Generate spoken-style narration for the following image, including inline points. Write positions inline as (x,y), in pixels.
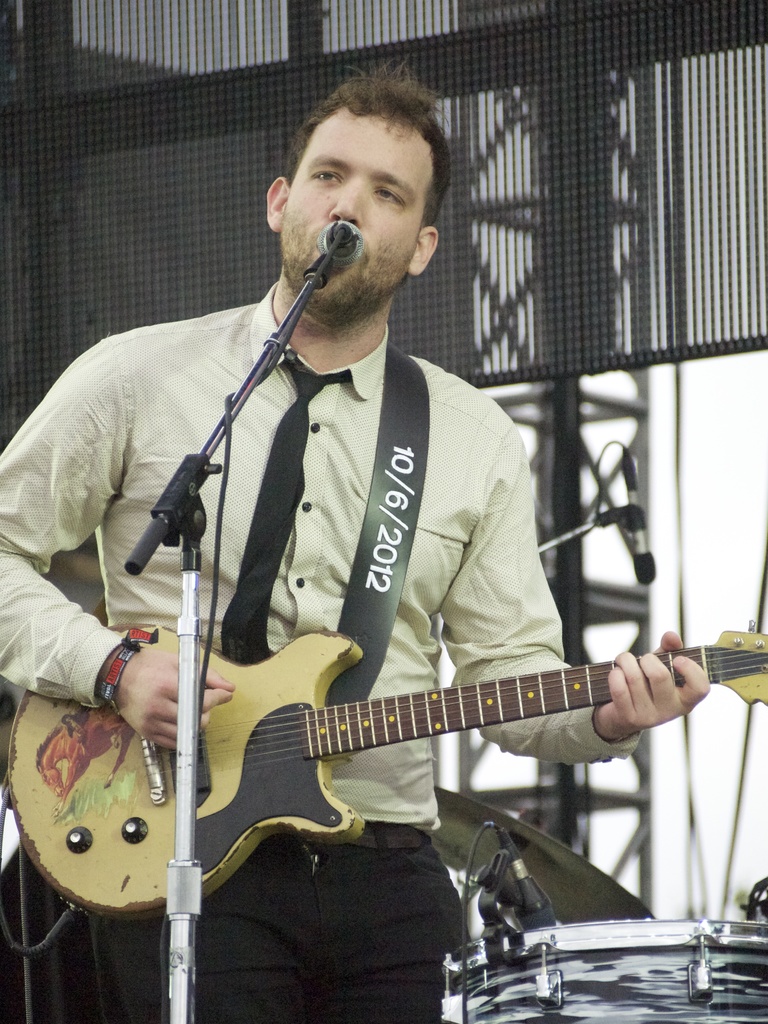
In this image, we can see a person (310,884) is holding a guitar (326,742). Here we can see a rod (183,617), wire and microphone (319,272). Background (540,798) we can see rods (631,809). On the right side (711,985) bottom corner, there is a musical instrument (582,1000) and wire (467,892) with microphone (526,893).
